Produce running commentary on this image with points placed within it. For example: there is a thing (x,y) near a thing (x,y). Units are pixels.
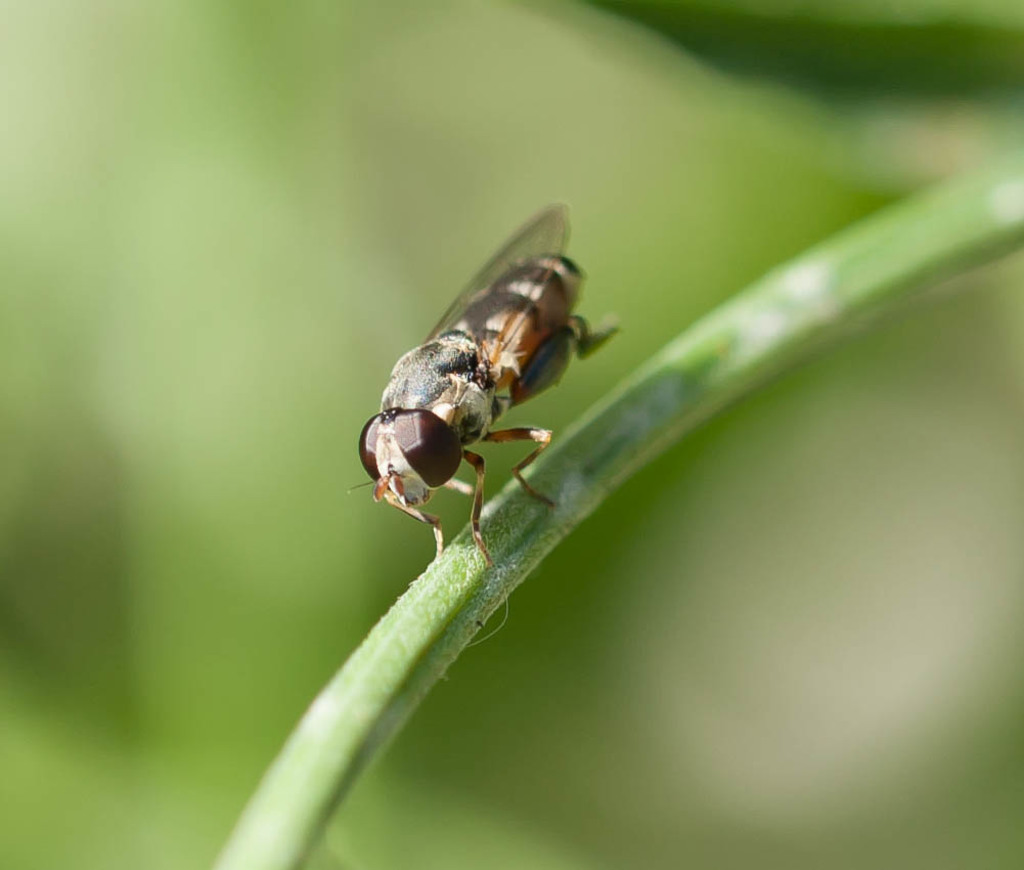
It's a hoverfly (453,307) that is standing on the stem (539,530) of a plant (522,530).
